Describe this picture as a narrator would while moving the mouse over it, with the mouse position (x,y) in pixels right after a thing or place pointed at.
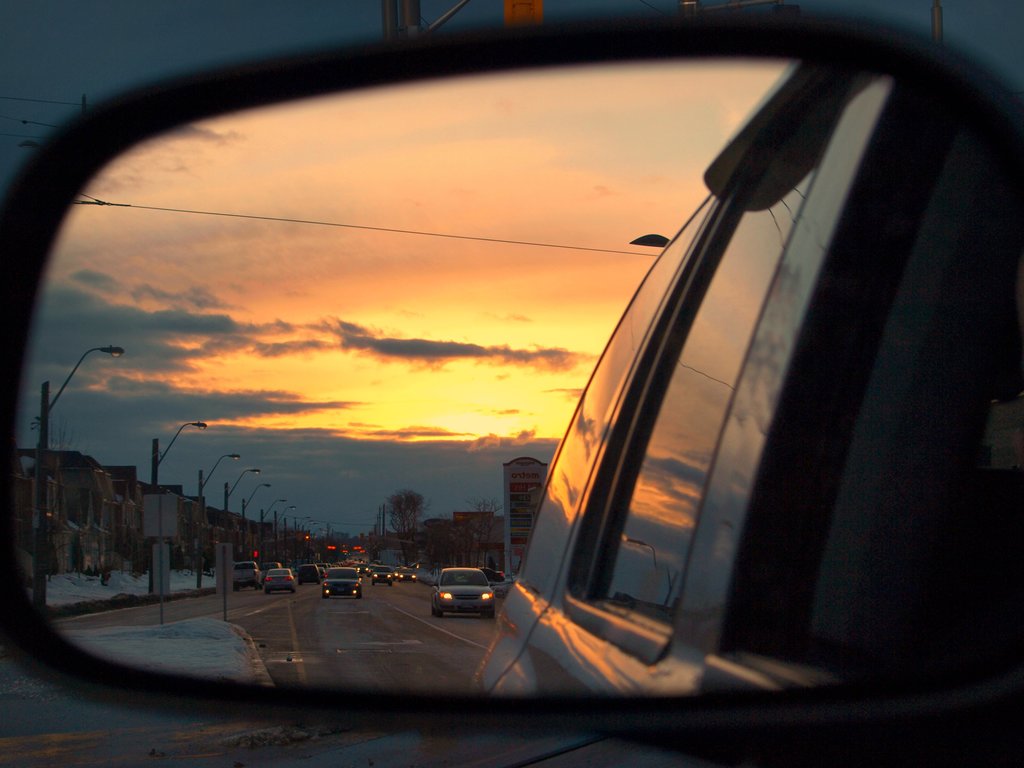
In this picture I can see vehicles (325,588) on the road (392,604). In the background (162,491) I can see street lights (154,475), buildings (224,531) and the sky (358,444).
